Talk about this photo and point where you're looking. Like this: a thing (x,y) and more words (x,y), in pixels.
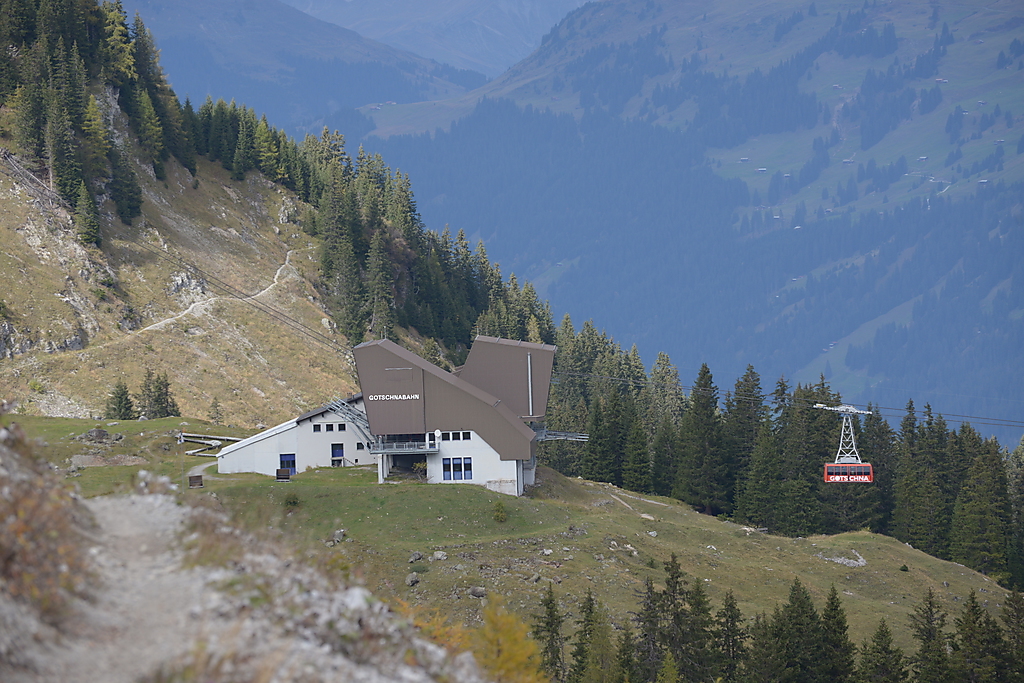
In the center of the image (454,395) buildings (342,431) are present. In the background of the image (506,304) we can see the trees (420,244), grass (252,358), ground (274,378), hills (628,325) are present. On the right side of the image (858,410) ropeway (844,428) is there.
